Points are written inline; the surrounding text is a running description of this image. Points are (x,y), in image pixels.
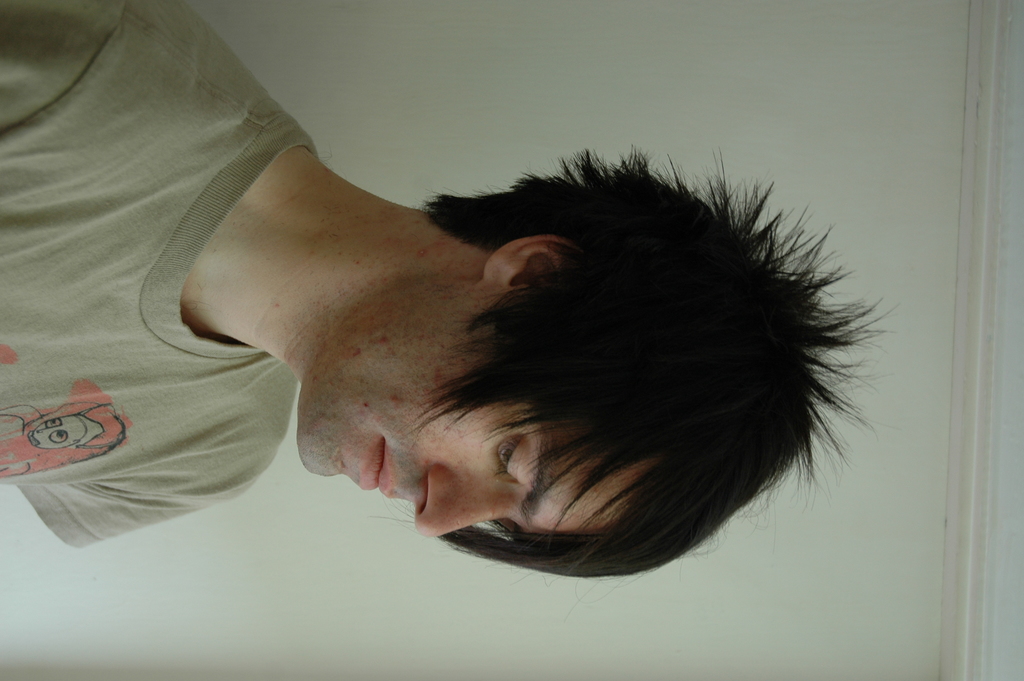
In the picture I can see a person (173,236) wearing a cream color T-shirt (169,350) is standing here. In the background of the image (907,339) I can see the white color wall (580,95).
